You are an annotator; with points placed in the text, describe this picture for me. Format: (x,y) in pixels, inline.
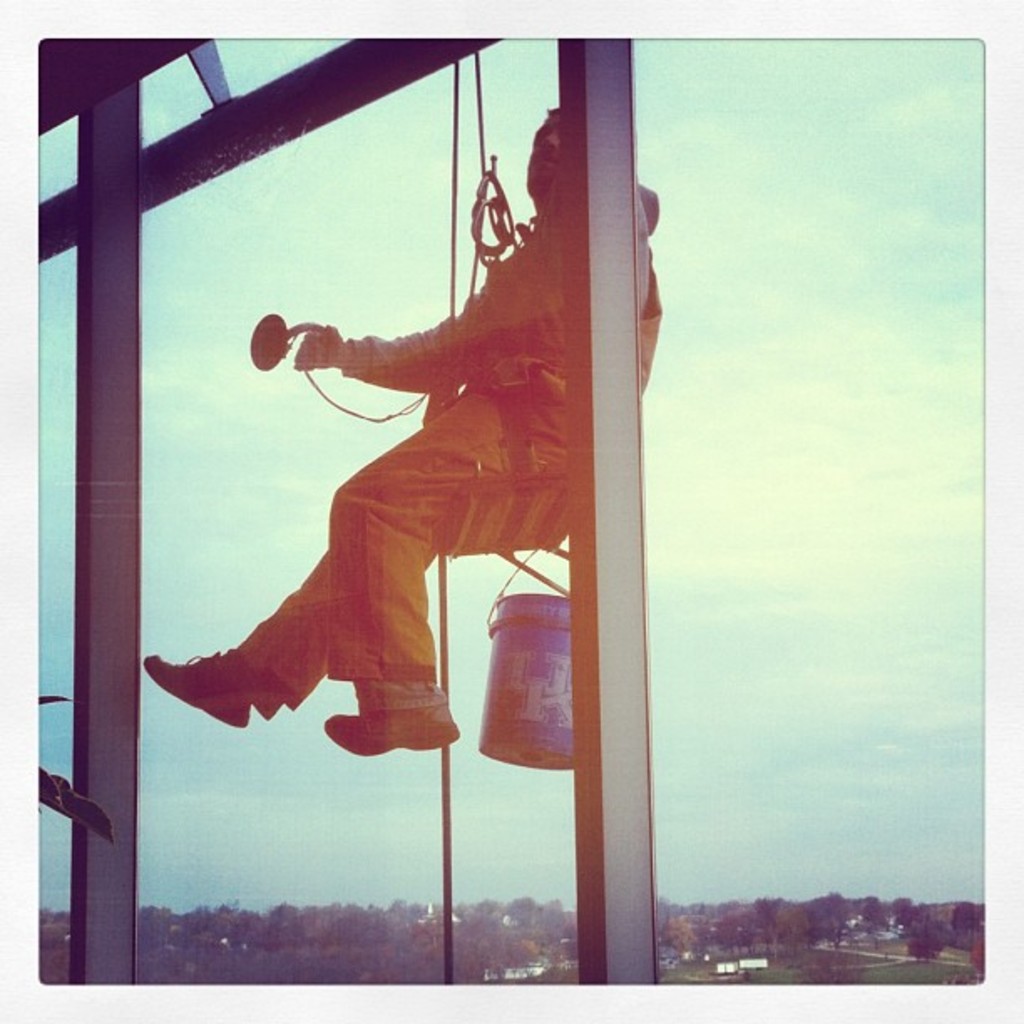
In this picture we can able to see a person (386,699) hanging with the help of a rope (484,256), there is a bucket (520,628) which is tied to the rope (533,575), in front (606,214) of the person (541,503) there is a glass wall (105,914), at the bottom of the picture (421,924) there are some trees (380,934).
